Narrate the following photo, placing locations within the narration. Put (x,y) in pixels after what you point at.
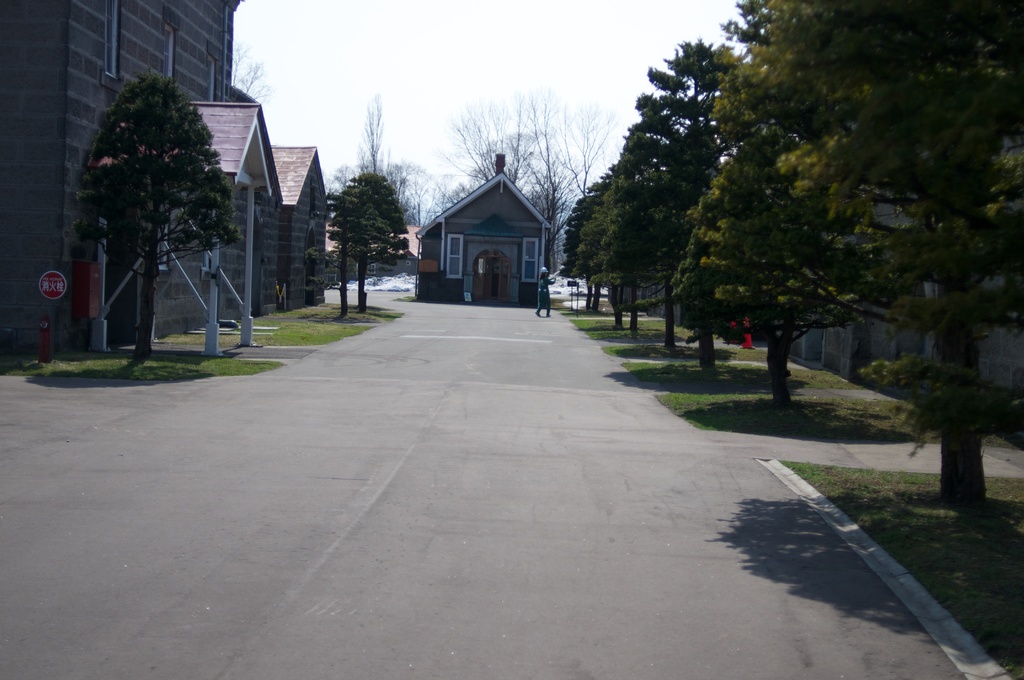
This image is taken on a road (575,378). On the left side (144,235) there is a building (168,267) and there are trees (345,265) and there is a fire hydrant (45,336) in front of the building (38,306). On the ground (225,350) there is grass (302,330). In the center (459,260) there is a home (482,251) and there are dry trees (538,200) and the person (547,272) in front of the building (521,290) is standing. On the right side (695,266) there are trees (615,263) and there's grass (821,416) on the ground (838,426).
